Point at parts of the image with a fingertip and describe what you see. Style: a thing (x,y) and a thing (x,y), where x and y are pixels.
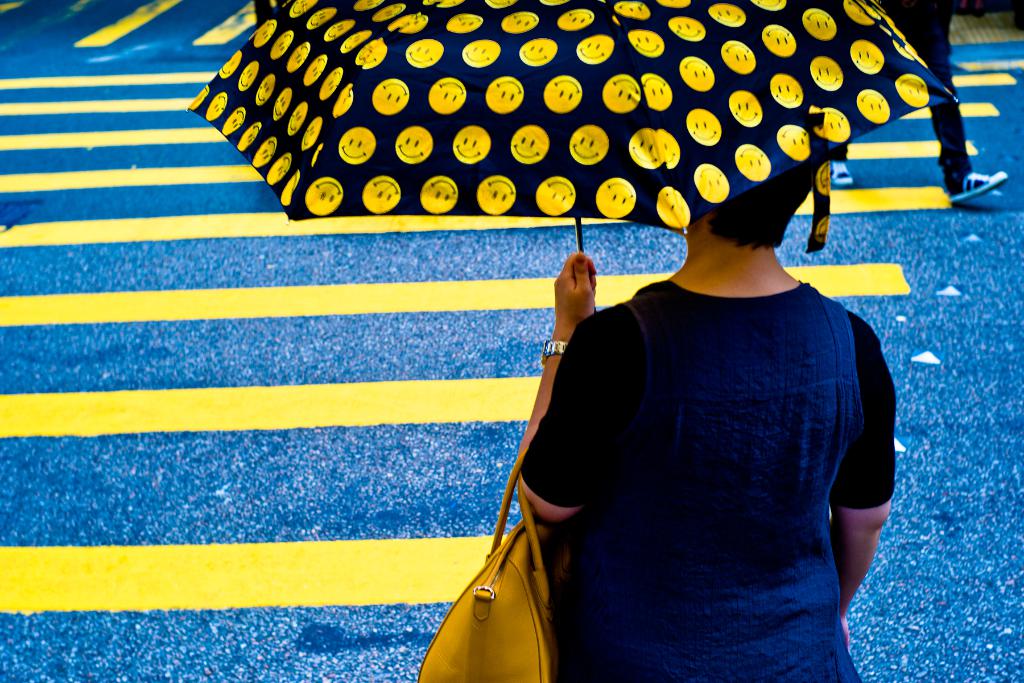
In this picture I can see a person (658,413) holding an umbrella (854,64) and a handbag (521,528), in the top right hand side (932,117) I can see the human legs (946,129).
